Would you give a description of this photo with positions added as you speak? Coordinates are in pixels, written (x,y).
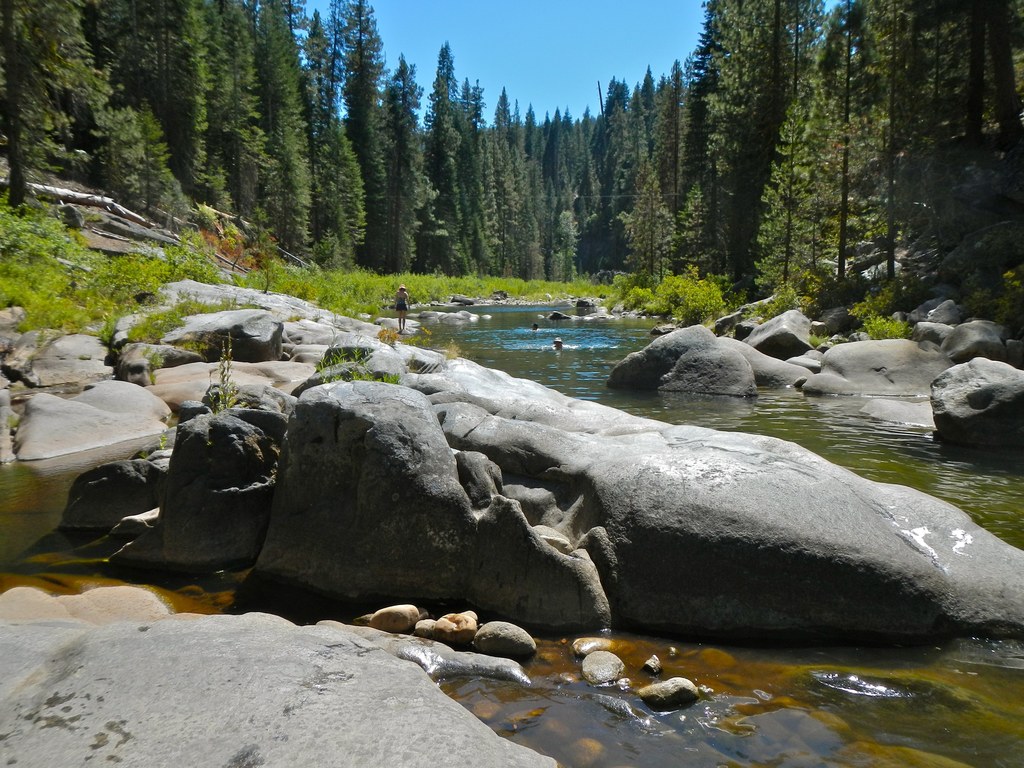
At the bottom of the image (16,569) there is water (560,371). On the water (493,329) there are rocks (639,375). There is a person (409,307) standing on the rock (398,318). There are plants (130,285). And also there are many trees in the background (452,168). At the top of the image (532,52) there is sky (462,57).
